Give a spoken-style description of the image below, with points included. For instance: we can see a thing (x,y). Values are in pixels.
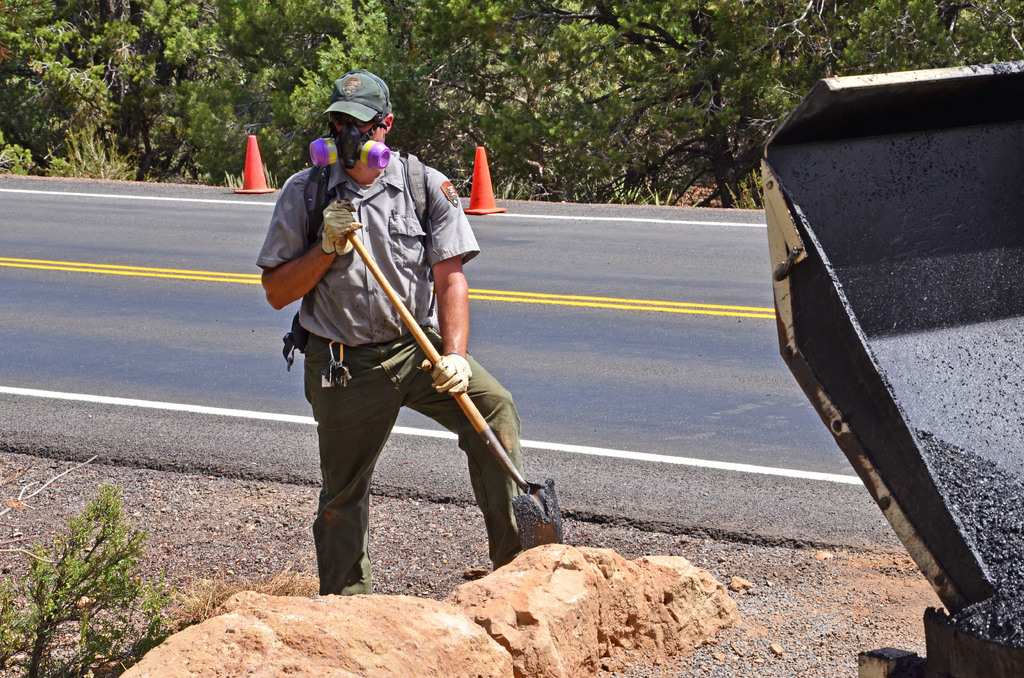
In this image we can see a man (370,272) standing on the ground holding a tool (356,249). We can also see some plants (34,577), stones (229,535), the rocks (411,598), pathway (751,347), traffic poles (482,207) and a group of trees (392,64). On the right side (853,449) we can see a machine (866,436).
